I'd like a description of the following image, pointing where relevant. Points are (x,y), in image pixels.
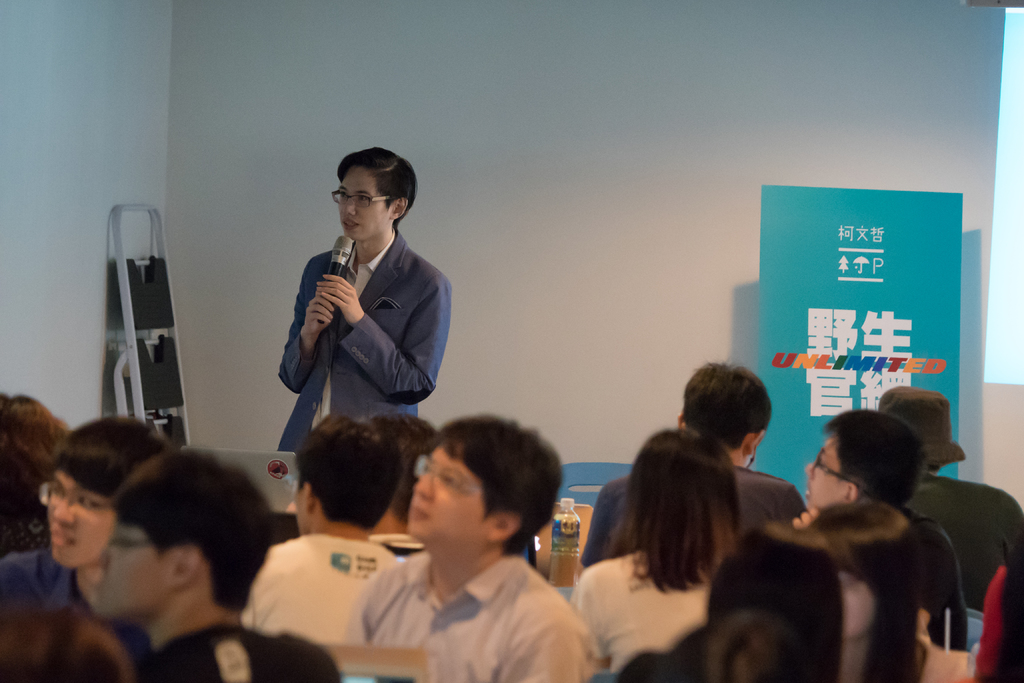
This is the picture of a place where we have some people (443,480) sitting in front of the tables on which there are bottles (561,519) to the side there is a ladder (141,288) and a board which has a poster (850,214) to the side.
